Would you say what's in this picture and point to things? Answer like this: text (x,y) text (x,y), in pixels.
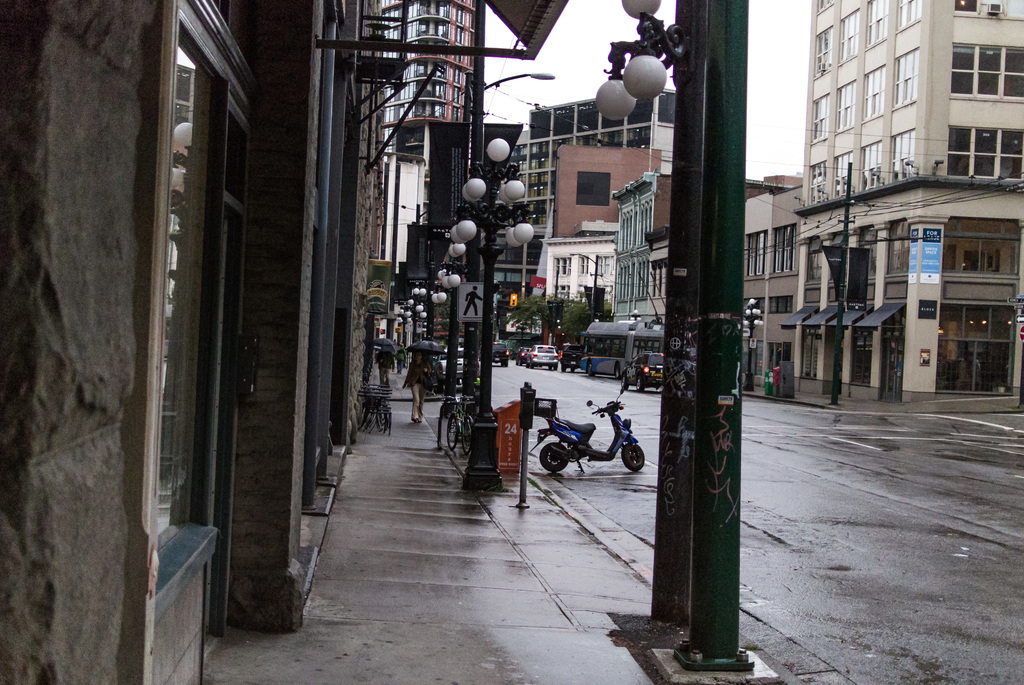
This picture is clicked outside. In the center (442,281) we can see the lamp posts (470,239), group of persons (416,355), umbrellas (427,345) and vehicles (571,442) and we can see the buildings (948,295). In the background (790,152) we can see the sky (771,107), trees (570,324) and some other objects (596,314) and we can see the metal rods (484,5).
